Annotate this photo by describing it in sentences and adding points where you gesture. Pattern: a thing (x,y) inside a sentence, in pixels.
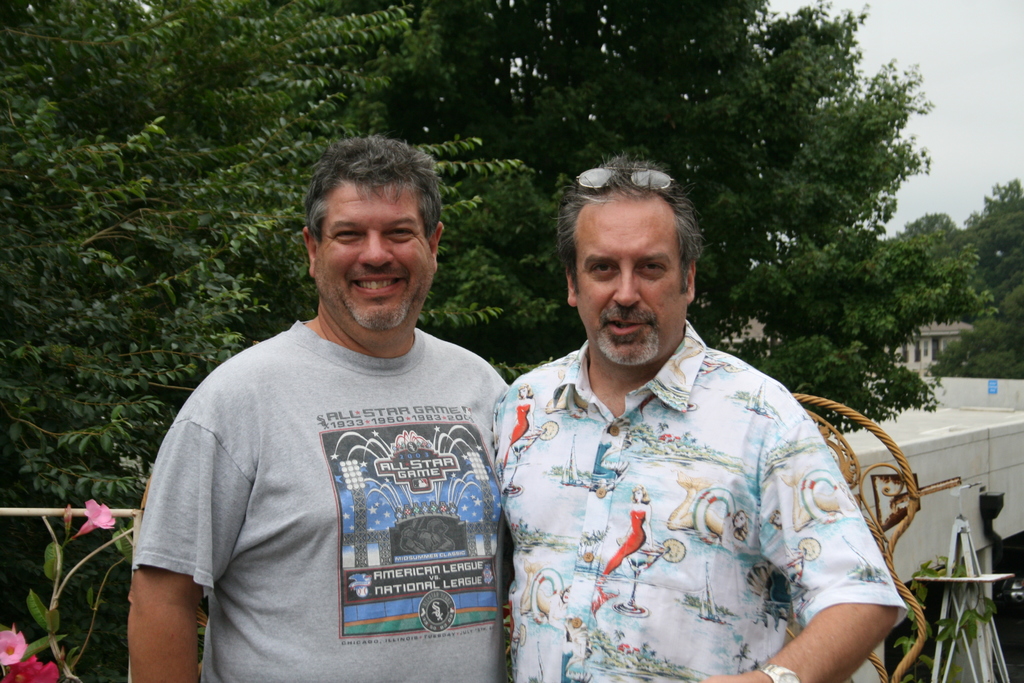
In this image I can see two persons (351,412), background (741,136) there are some trees (734,109), in the top right (940,128) there is the sky (944,55), there is a terrace (1001,399) visible on the right side (948,409), in the bottom left (55,556) there are some flowers (91,519) and leaves (55,556) visible.
